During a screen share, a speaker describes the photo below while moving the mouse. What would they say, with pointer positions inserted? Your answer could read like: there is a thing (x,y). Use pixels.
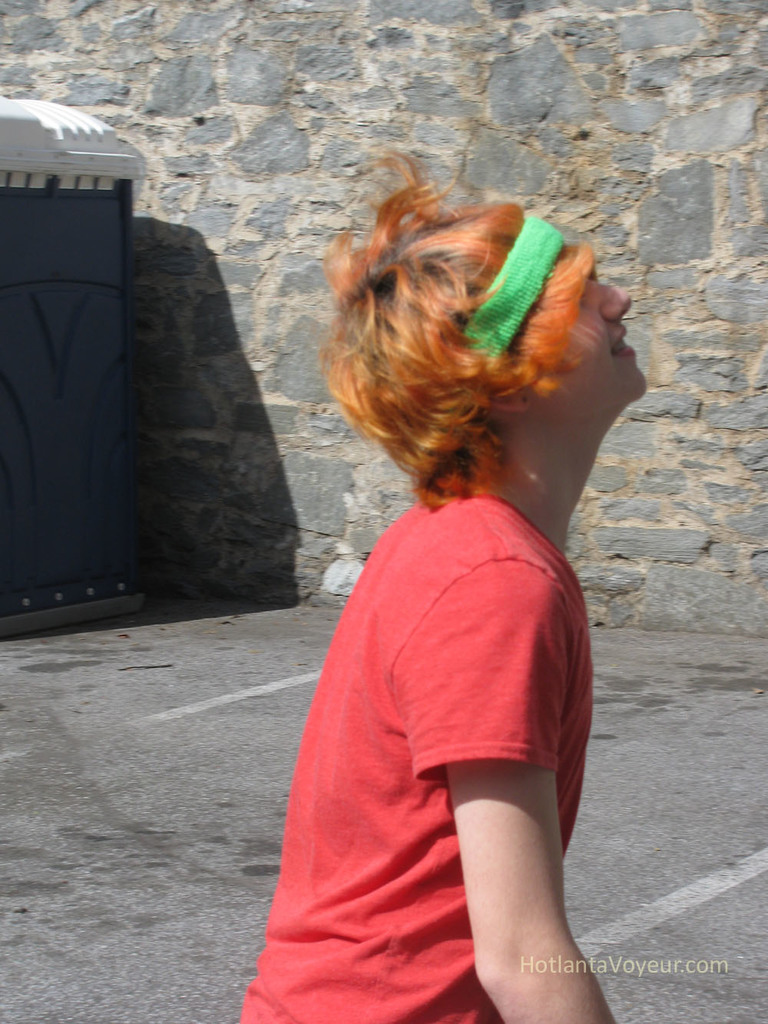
In this image I can see a person (503,692) wearing a red t-shirt (380,677). On the left side (14,110) it is looking like a cabin (37,442). In the background (430,18) I can see a wall (285,428).
